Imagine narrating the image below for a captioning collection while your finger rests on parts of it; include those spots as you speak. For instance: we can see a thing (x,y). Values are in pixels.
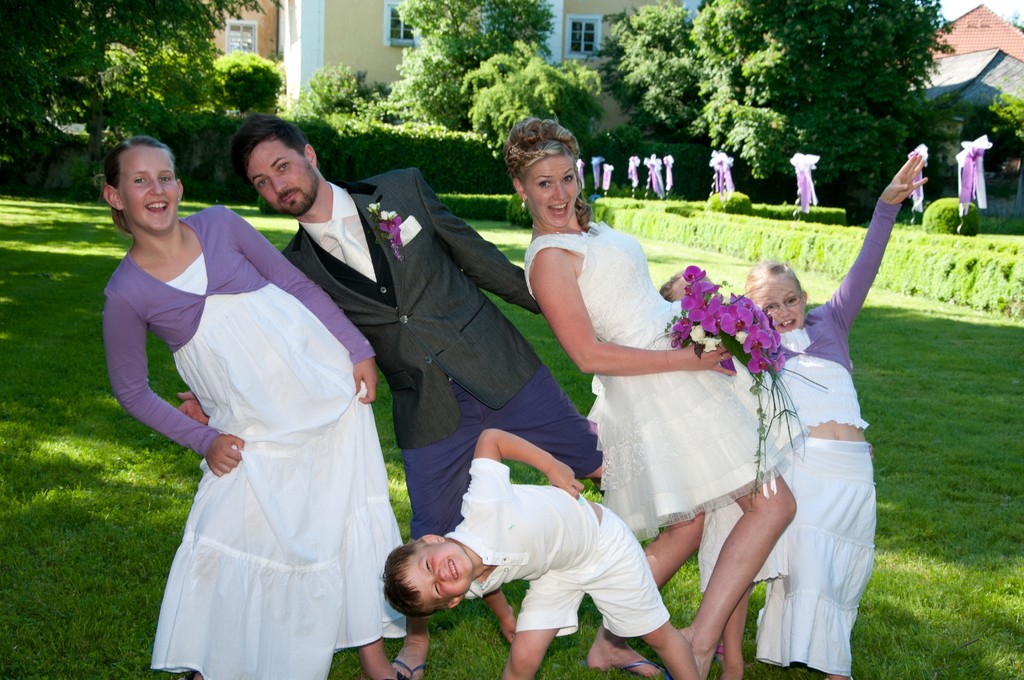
In this picture I can observe five members (548,428). Two of them are women (604,321) and two of them are children (495,548). One of them is a man (340,204) wearing coat (422,301). In the background (578,92) I can observe plants (802,240) and trees (456,103). I can observe a building (360,51) in the background (341,42).
